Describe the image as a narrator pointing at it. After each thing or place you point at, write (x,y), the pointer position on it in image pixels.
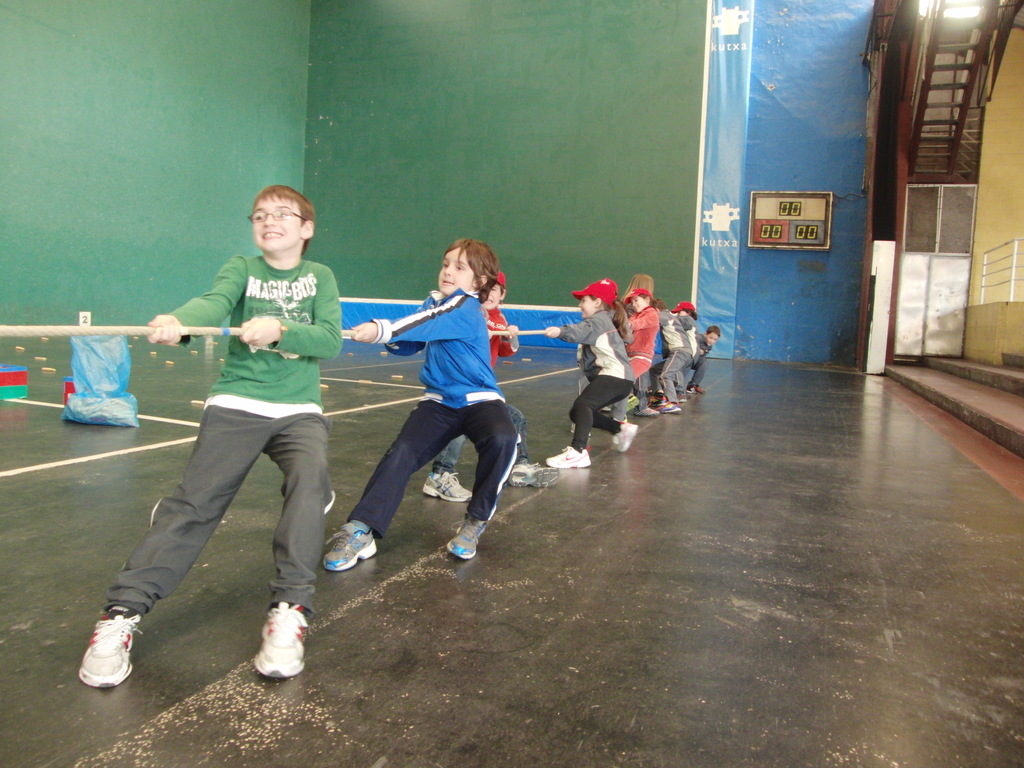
In this picture I can see there are kids (310,423) pulling a rope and in the backdrop (48,298) I can see there is a wall (582,161).
